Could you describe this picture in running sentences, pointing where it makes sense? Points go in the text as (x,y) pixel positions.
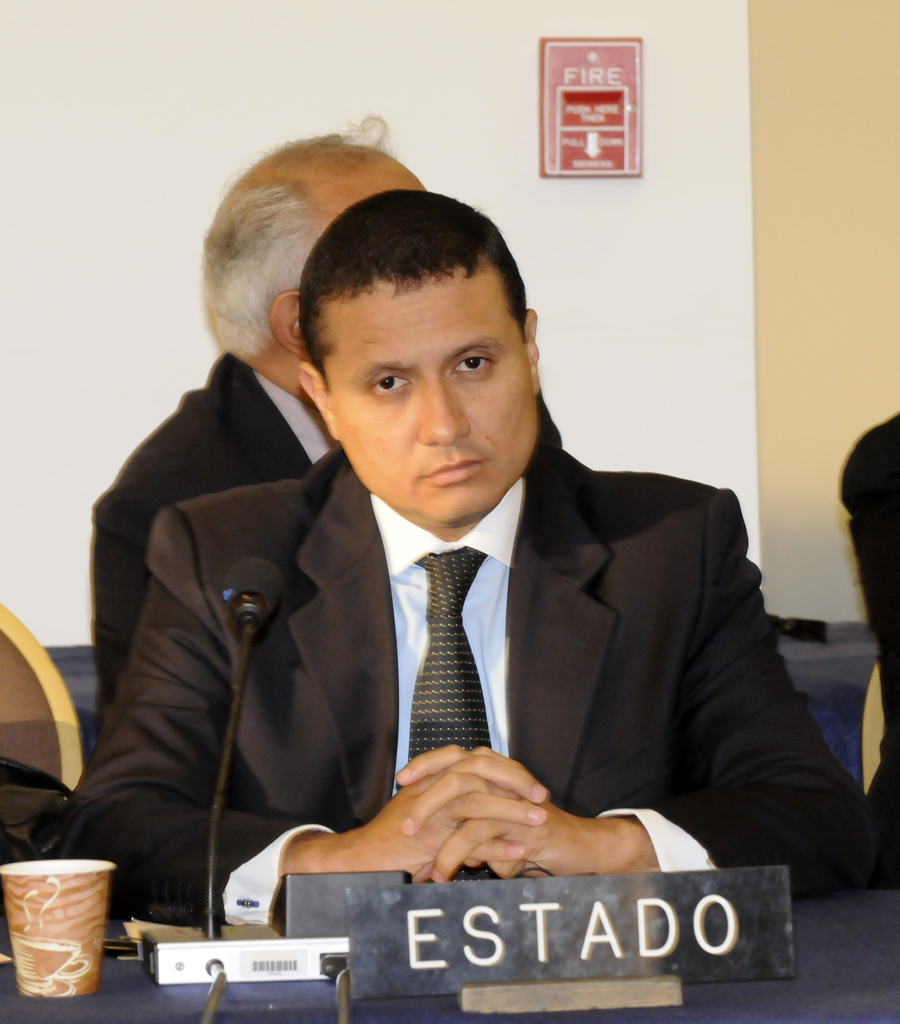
In the picture we can see a man (527,855) sitting on the chair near the desk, he is in black color blazer (761,725), tie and shirt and on the desk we can see a microphone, a glass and a name board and behind him we can see another person (240,330) and behind him we can see a wall (398,36) and some part is cream in color.
